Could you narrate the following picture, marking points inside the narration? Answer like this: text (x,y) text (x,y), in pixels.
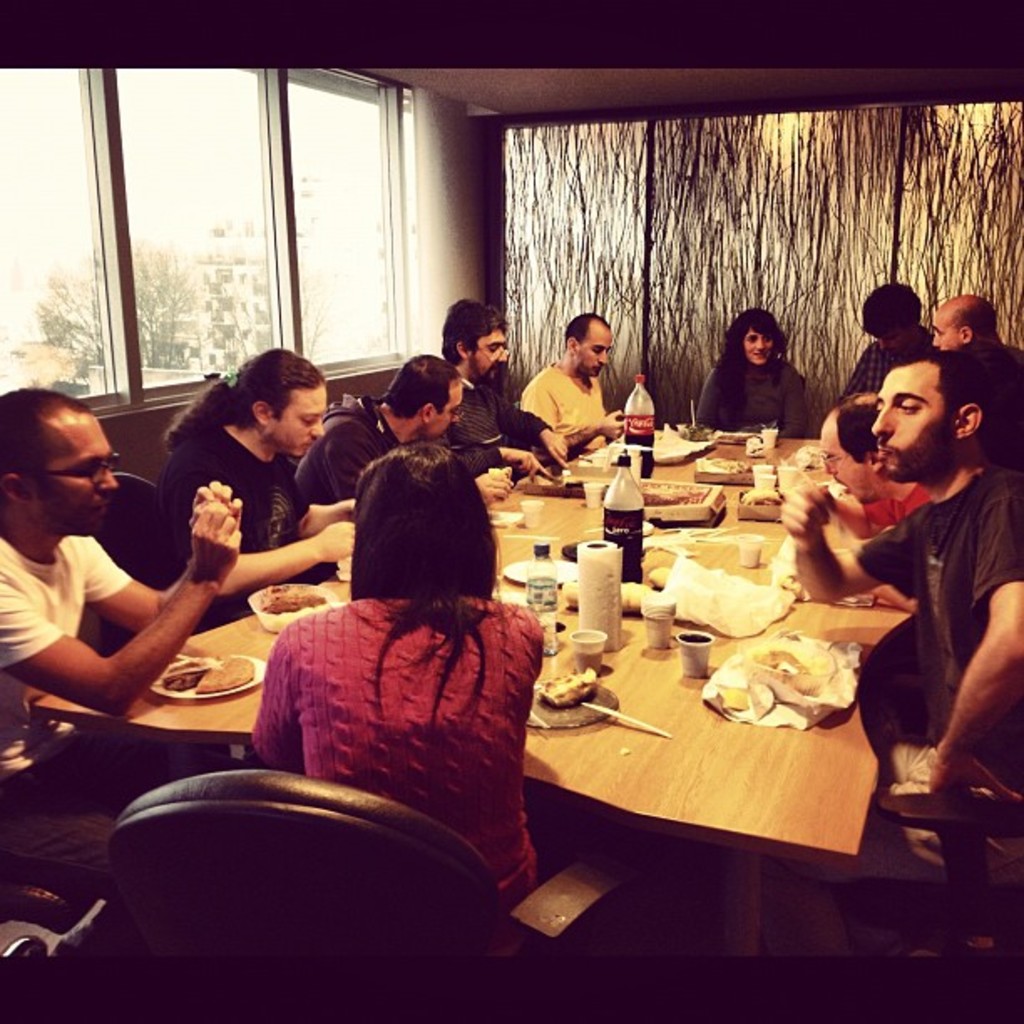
This is a picture taken in a restaurant, there are a group of people (544,403) sitting on chairs (331,829) in front of these people (148,608) there is a wooden table (727,780) on the table (706,784) there are cups (645,621), bottles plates (246,685), tissue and some food items (199,667). Behind the people (397,566) there is a wall (692,289) and glass windows (235,256) through which we can see the building (197,313).
